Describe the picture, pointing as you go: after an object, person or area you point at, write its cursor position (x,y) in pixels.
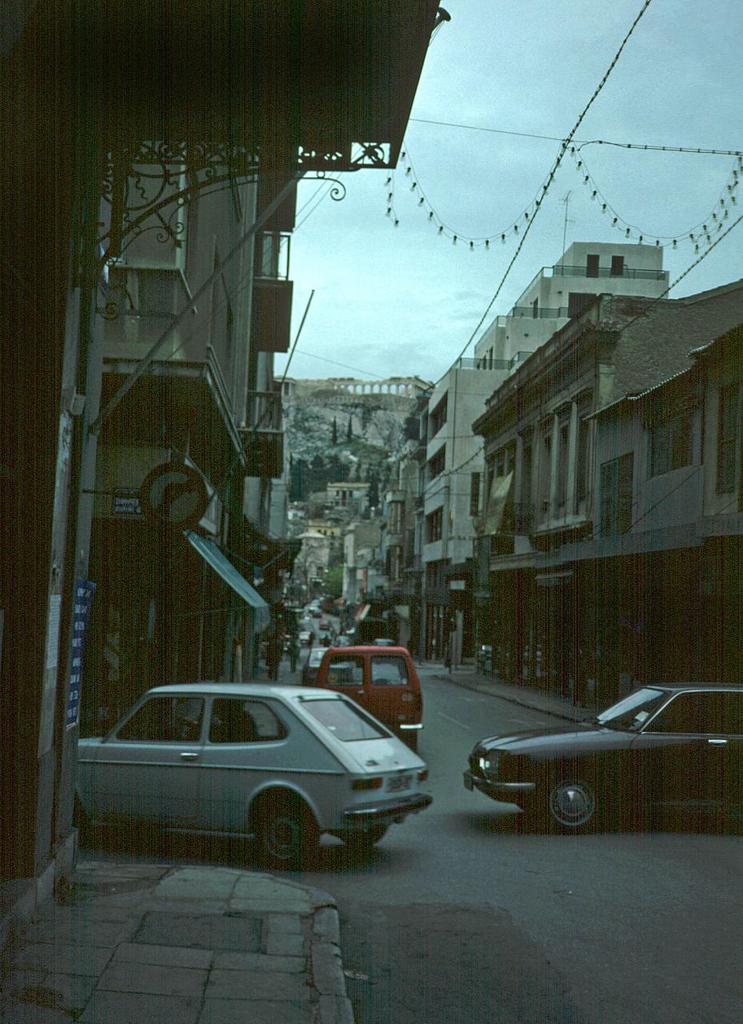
In this image, we can see so many buildings (727,577), sign board (171,509), rods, posters (73,666), walls (616,542), windows (616,507). At the bottom (526,854), there is a road (555,895) and footpath (161,1023). Few vehicles (407,719) on the road (209,850). Background (325,456) we can see few trees (370,483). Top of the image (383,272), there is a sky (401,284) and wires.
